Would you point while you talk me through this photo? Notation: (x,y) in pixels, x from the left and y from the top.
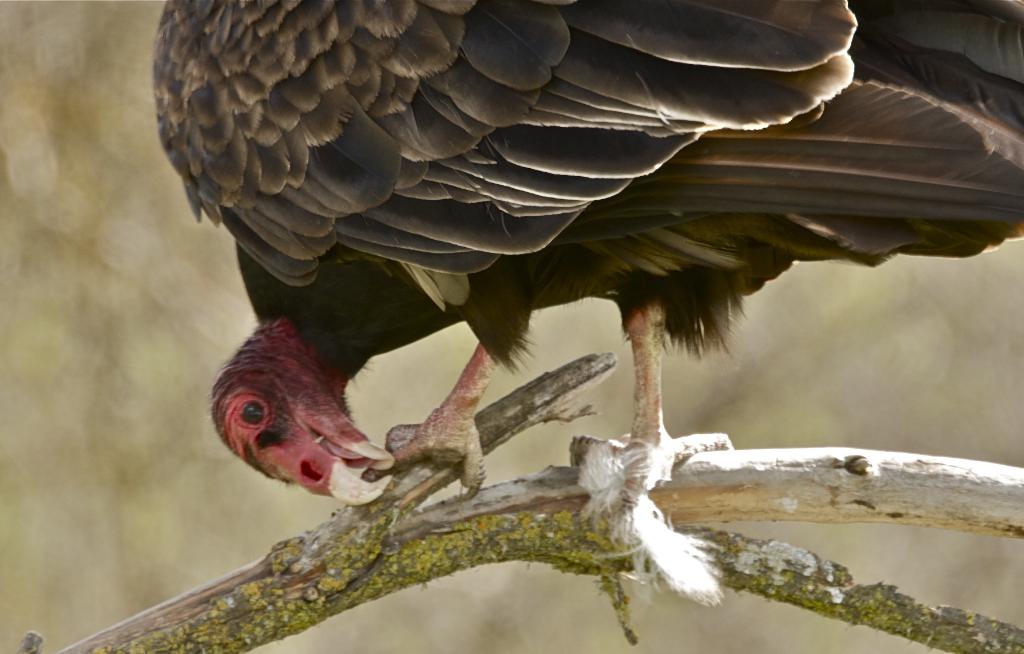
In this image there is a bird (633,208) standing on the branch (428,541) of a tree (441,546) and the background (861,395) is blurry.
